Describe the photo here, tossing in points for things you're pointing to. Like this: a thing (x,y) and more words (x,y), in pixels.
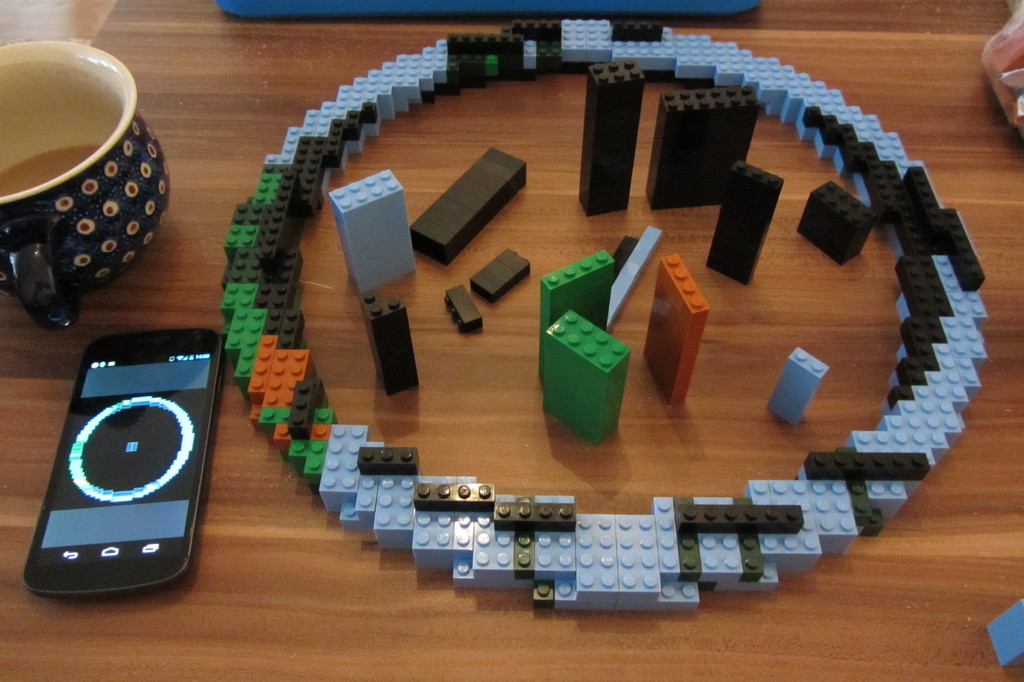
In this picture there are few objects (375,444) placed on the table (218,295) and there is a cup (108,220) and a smart phone (113,380).
